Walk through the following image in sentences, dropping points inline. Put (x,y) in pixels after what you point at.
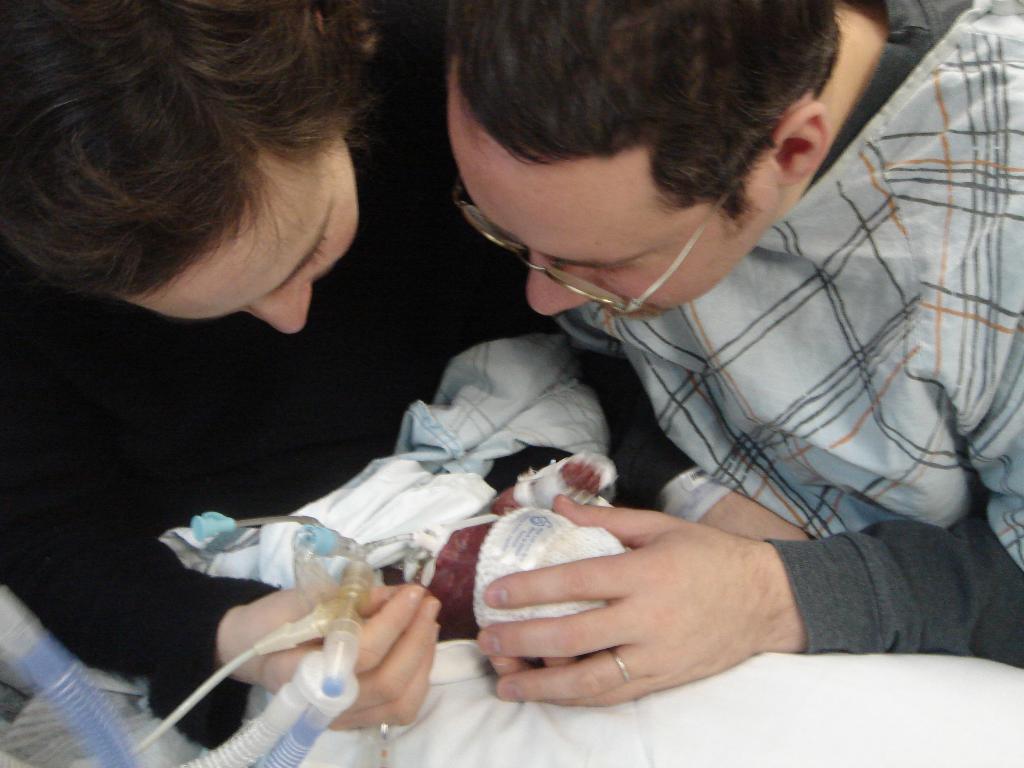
In the picture I can see two persons (848,102) and they are looking at a baby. This is looking like an oxygen supply pipe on the bottom left side (268,724).
